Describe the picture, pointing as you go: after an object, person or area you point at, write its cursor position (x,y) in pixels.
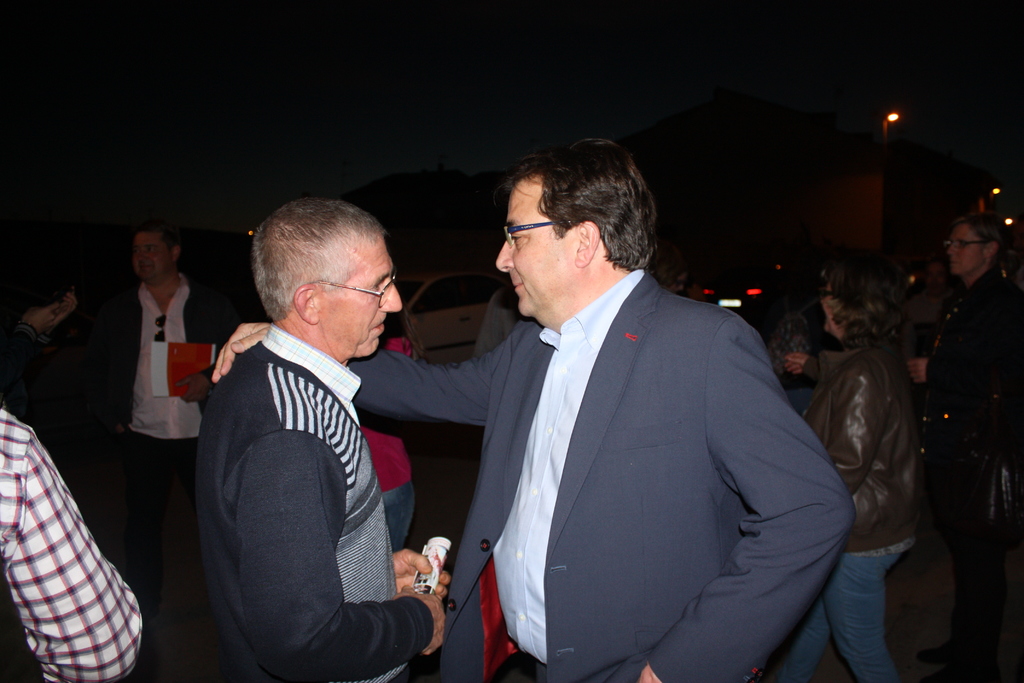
The man (546,414) in white shirt (550,396) and blue blazer (661,502) is putting his hand (226,345) on the old man (224,404) who is wearing a black sweater (280,493). He is holding something in his hand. Both of them are wearing spectacles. Behind them, we see people (853,341) standing on the road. The man (154,470) in the white shirt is holding a book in his hand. On the right side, we see street lights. In the background (446,163), it is black in color. This picture might be clicked in the dark.
